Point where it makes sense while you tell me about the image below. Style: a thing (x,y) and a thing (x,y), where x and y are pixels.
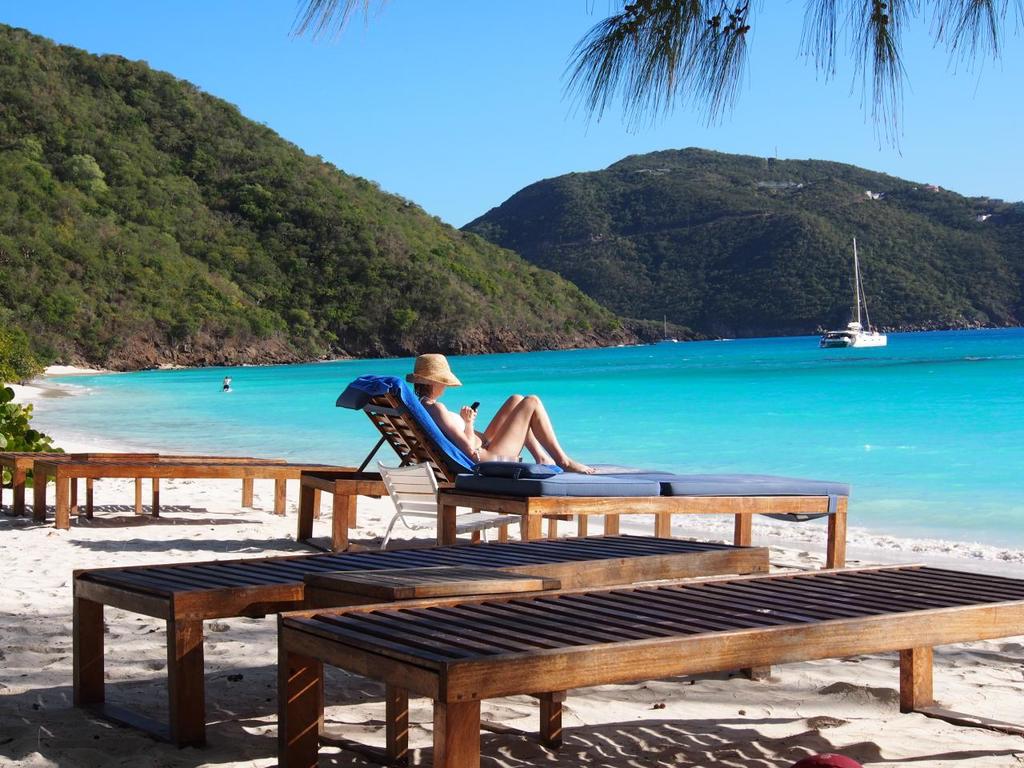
Here we can see a woman (431,394) lying on a chair (389,413) near a beach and we can see a boat (856,343) in the water (885,349) and we can see mountains (415,249) and the sky (479,101) is clear.
